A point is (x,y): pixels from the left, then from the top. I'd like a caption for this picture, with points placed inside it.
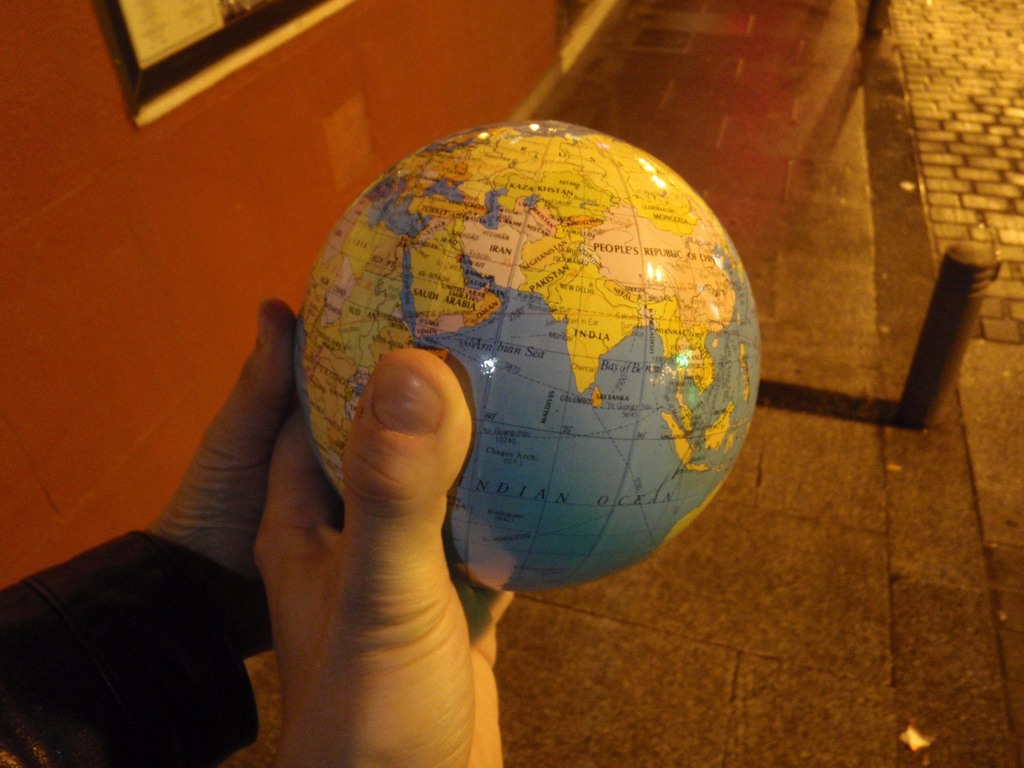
In this image two persons (385,562) are holding globe (590,222) in their hands (405,555). Background (834,500) there is pavement (896,324) having poles (868,33). Left side (325,151) there is wall (344,126) having a frame (144,92) attached to it.
